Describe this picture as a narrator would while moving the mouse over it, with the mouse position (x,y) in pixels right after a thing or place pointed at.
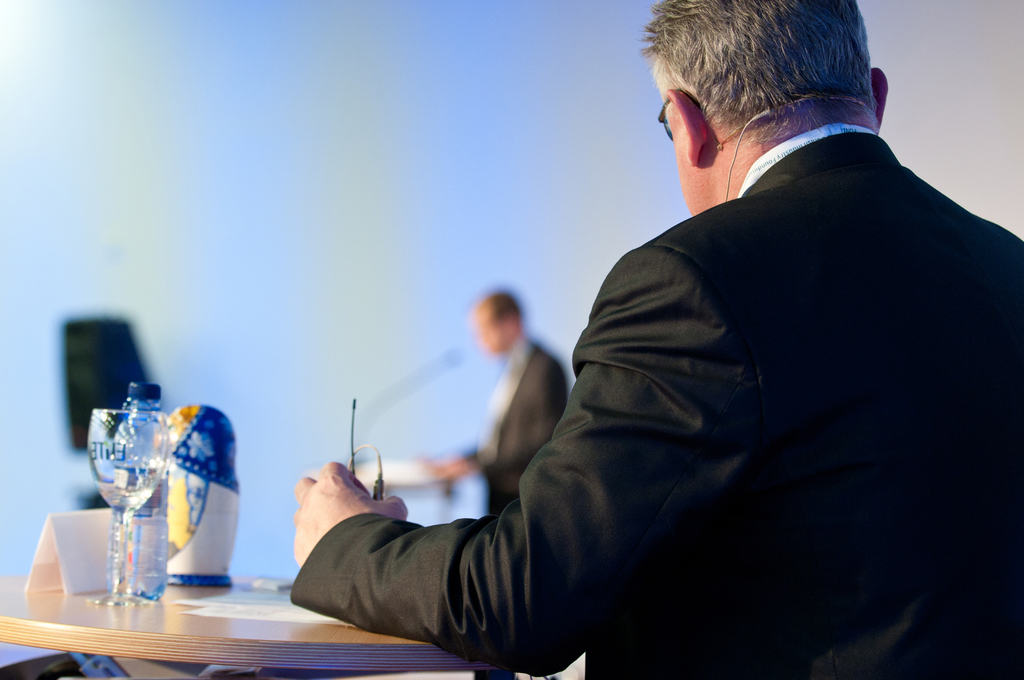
In this image there are two persons (615,432) wearing black suits (609,402) and at the right side of the image (776,359) there is a person (727,350) who is looking behind holding a microphone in his left hand (371,511) and at the left side of the image (118,452) there is a glass (138,454) and bottle (141,531) which is placed on the table (264,626) and the behind there is a person (491,306) who is speaking.
